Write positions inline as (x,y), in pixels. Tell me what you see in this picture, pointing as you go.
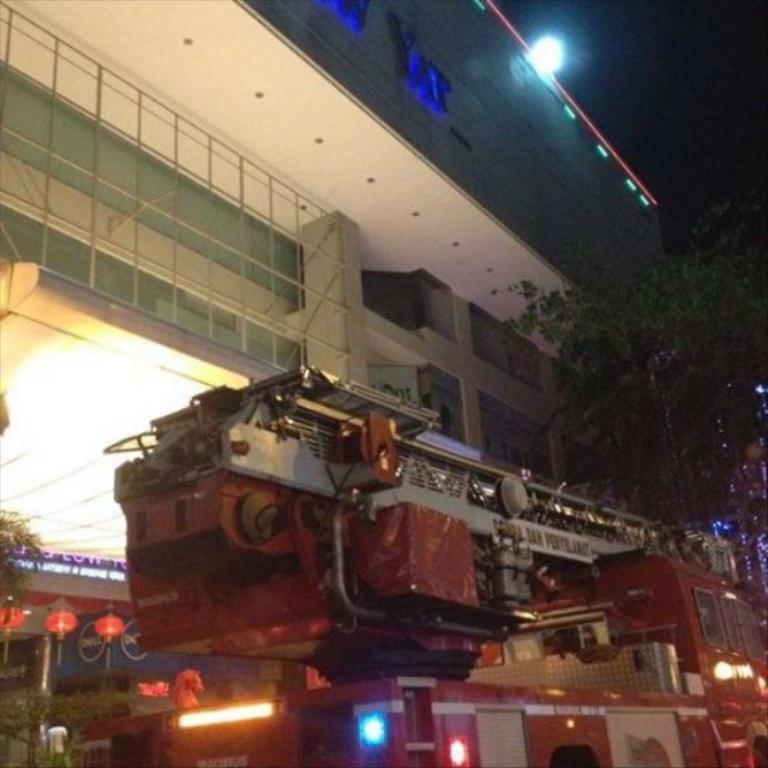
In the image we can see there is a fire truck (527,599) on the ground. Behind there are trees (753,382) and there is a building (517,310).
